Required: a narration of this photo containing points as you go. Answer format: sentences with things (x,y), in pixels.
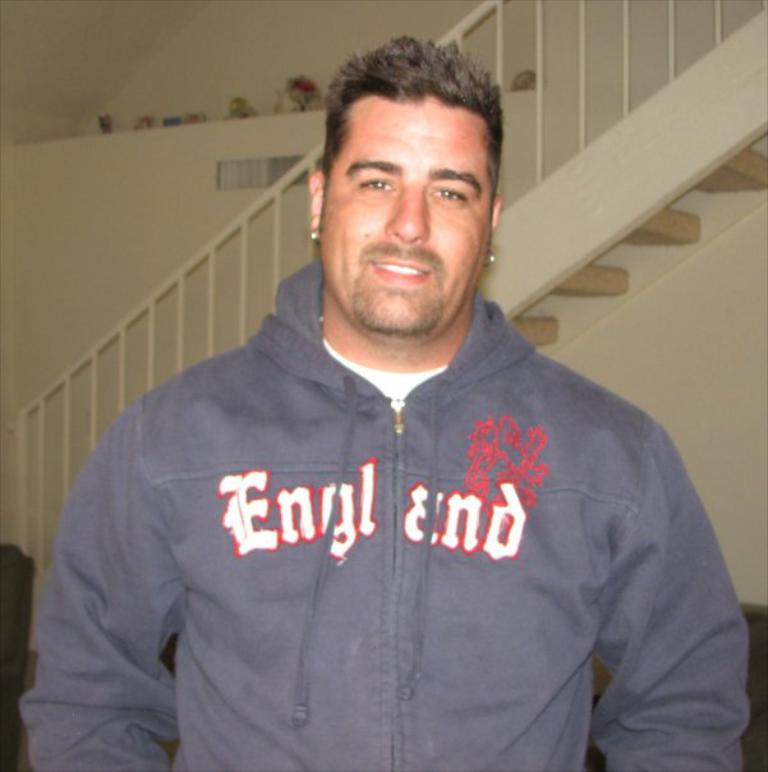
In this image there is a man (490,662), wearing sweater (321,700), in the background (264,274) there are stairs railing (738,36) and a wall (737,299).
